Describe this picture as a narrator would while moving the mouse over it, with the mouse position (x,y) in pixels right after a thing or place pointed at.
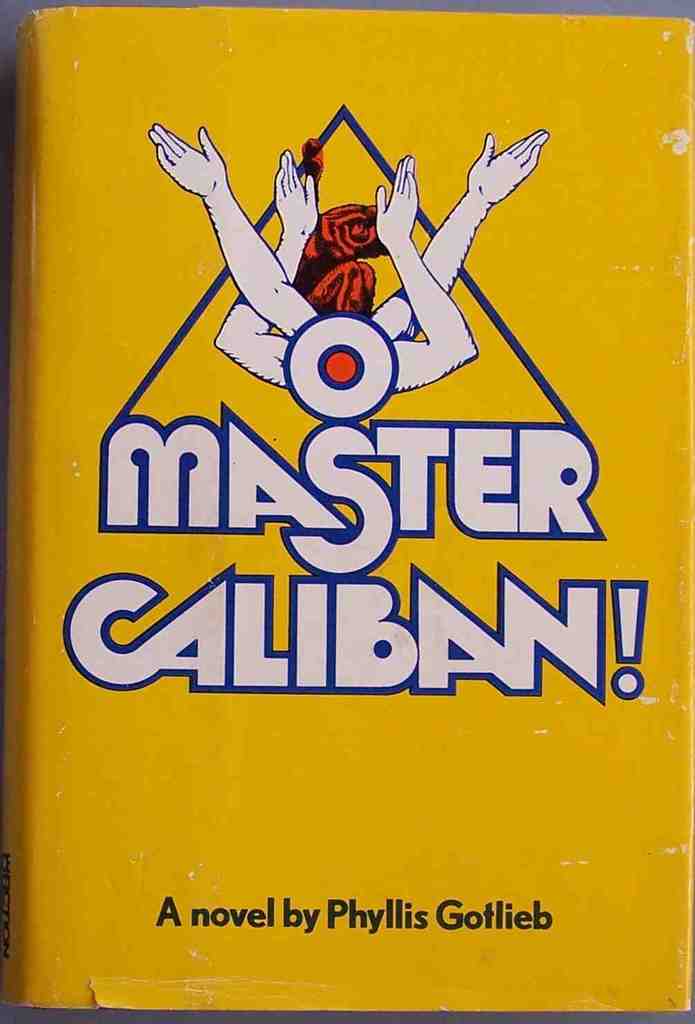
In this picture we can observe a cover page (260,762) of a novel (246,599) which is in yellow color. We can observe white color words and black color words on this yellow color background (236,738).
